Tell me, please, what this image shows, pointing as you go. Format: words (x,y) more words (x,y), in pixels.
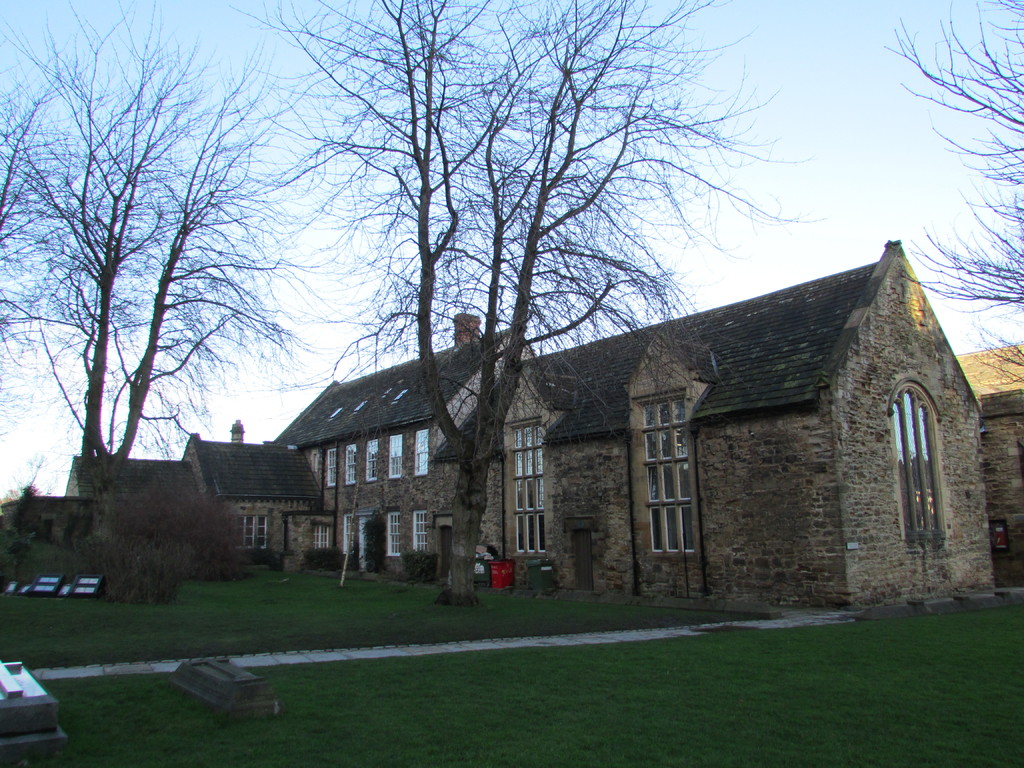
In the foreground of the picture (311,675) we can see grass (482,658), path (721,624) and some other objects (32,703). In the middle of the picture (580,456) there are trees (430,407), building (387,481), grass (58,627), plants (241,564) and various objects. In the background (219,16) it is sky (336,207).
